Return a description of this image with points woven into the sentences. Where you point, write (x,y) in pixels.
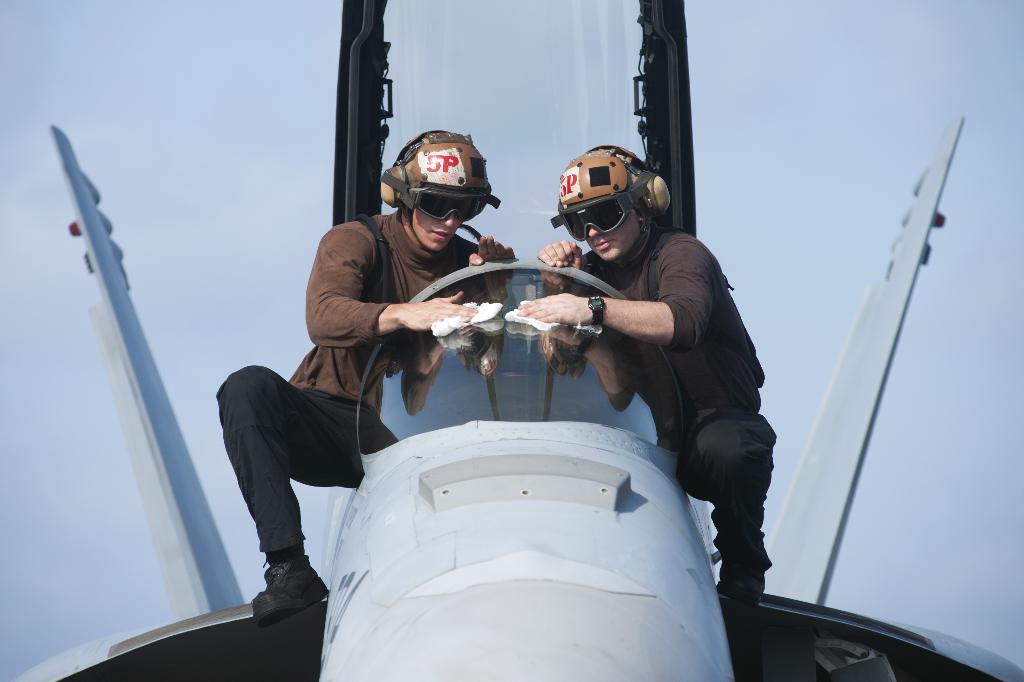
In the foreground of this picture (488,516), there is an airplane (489,539) on which two men (398,305) crouching and cleaning the glass (422,342) with white colored cloth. In the background (183,116), there is the sky (157,96).
